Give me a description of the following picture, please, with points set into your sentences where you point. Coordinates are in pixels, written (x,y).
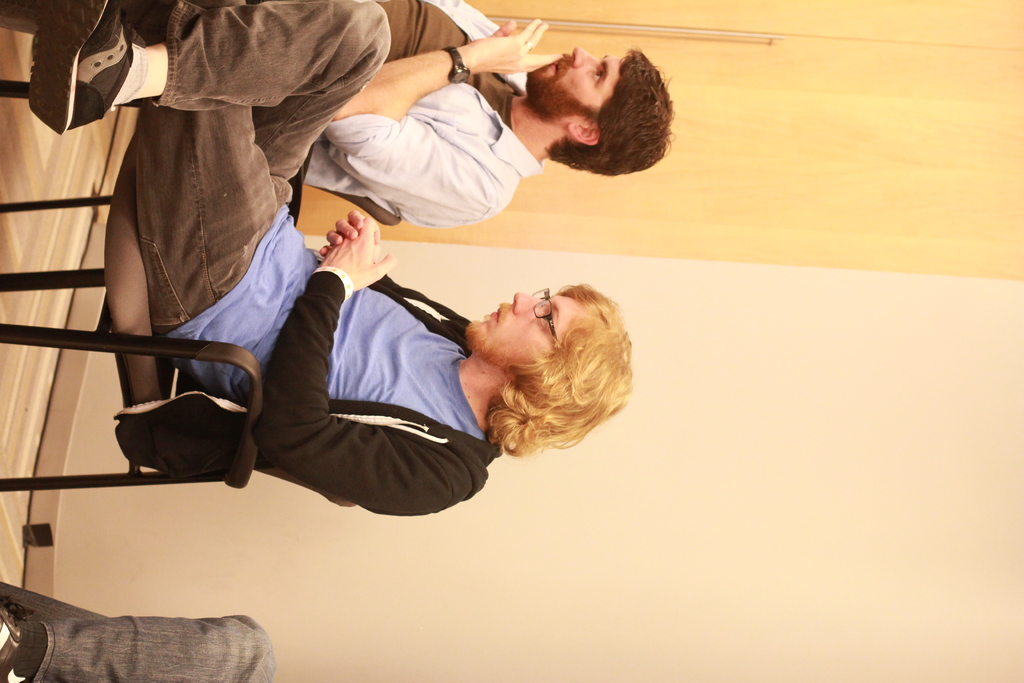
These people (295,82) are sitting on chairs (125,232). This man (408,331) wore spectacles (542,295) and jacket (377,485). Wall (725,484) is in cream color.
